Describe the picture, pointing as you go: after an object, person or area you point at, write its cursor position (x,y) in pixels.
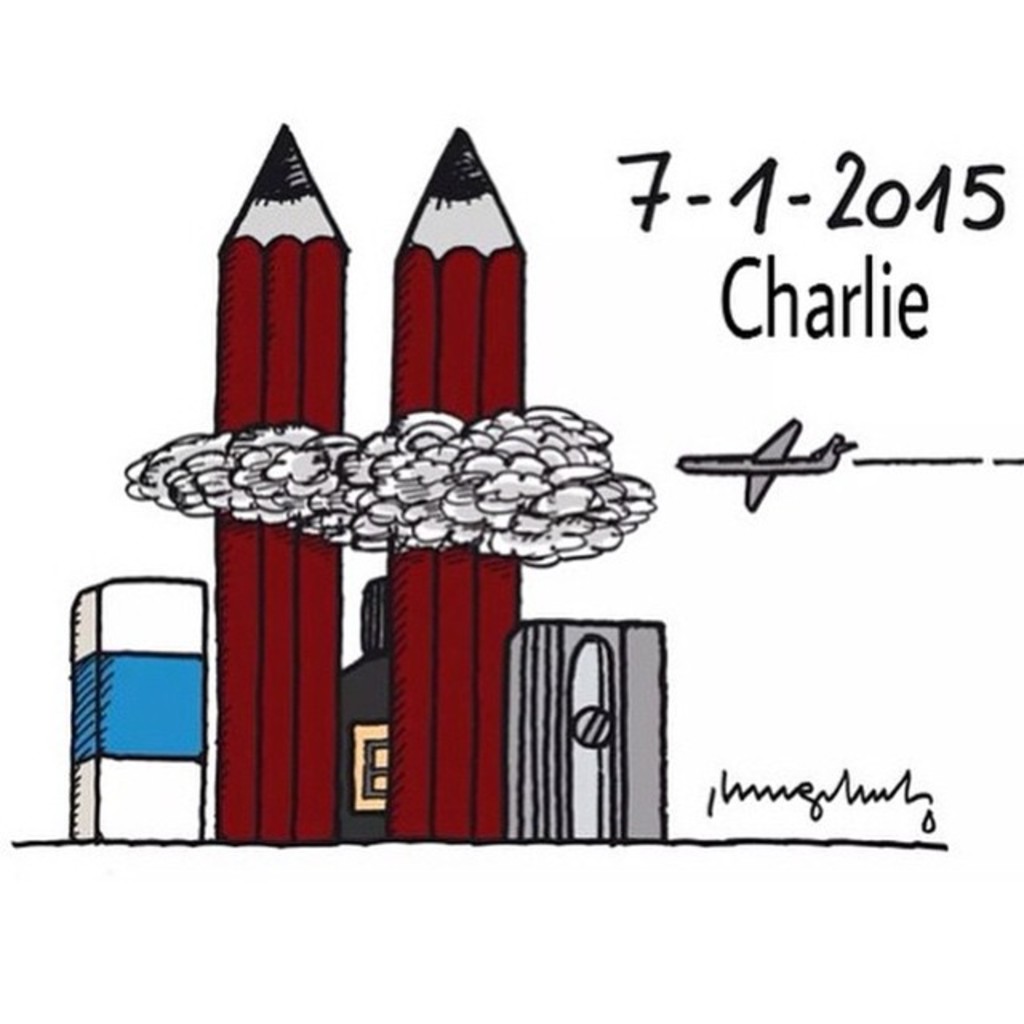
In the image we can see a drawing (429,433) of pencil (468,558), eraser (141,782), sharpener (578,818) and flying jet (759,497). Here we can see clouds (530,499) and the text (776,305).
